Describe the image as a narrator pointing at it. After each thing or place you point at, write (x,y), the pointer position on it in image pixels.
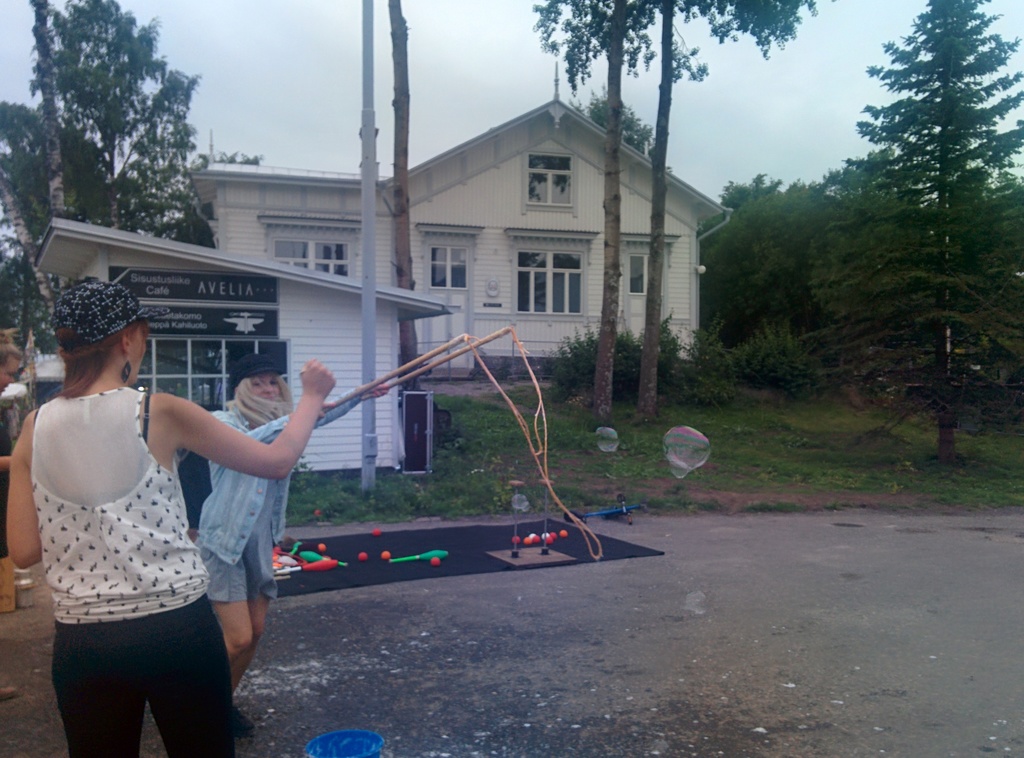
In the picture I can see a woman (104,458) wearing white and black color dress (73,551) is standing in the left corner (80,530) and there is another woman (247,380) standing in front of her and holding an object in her hands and there are few buildings (271,210), trees (747,246) and a greenery ground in the background (747,246).
